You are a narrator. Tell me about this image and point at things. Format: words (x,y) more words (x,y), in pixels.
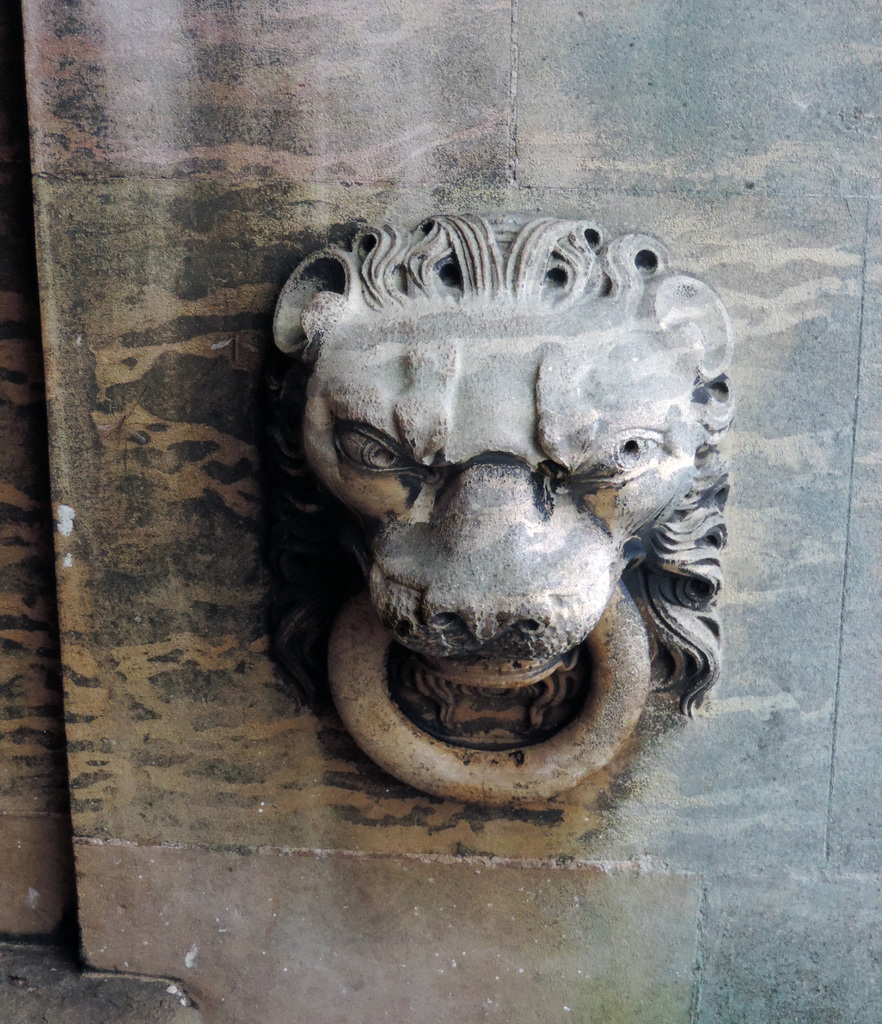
In this image, I can see a lion mouth door knocker (421,650), which is attached to an object (683,891).
